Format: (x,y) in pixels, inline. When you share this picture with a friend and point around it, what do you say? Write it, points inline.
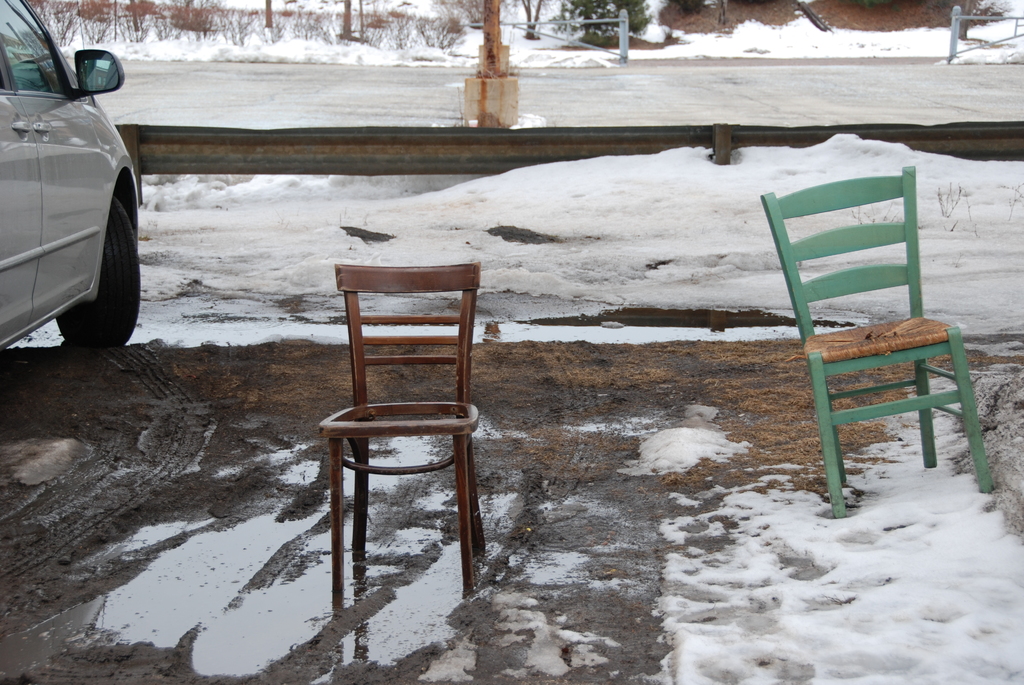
In this image, in the middle (466,374) there is a chair (453,338) which is in brown color, in the right side (820,349) there is a chair (826,407) which is in green color, In the left side (9,189) there is a car (22,183) which is in silver color, there is snow (253,276) on the ground (563,199), in the middle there is a pole (495,26) which is in brown color.
